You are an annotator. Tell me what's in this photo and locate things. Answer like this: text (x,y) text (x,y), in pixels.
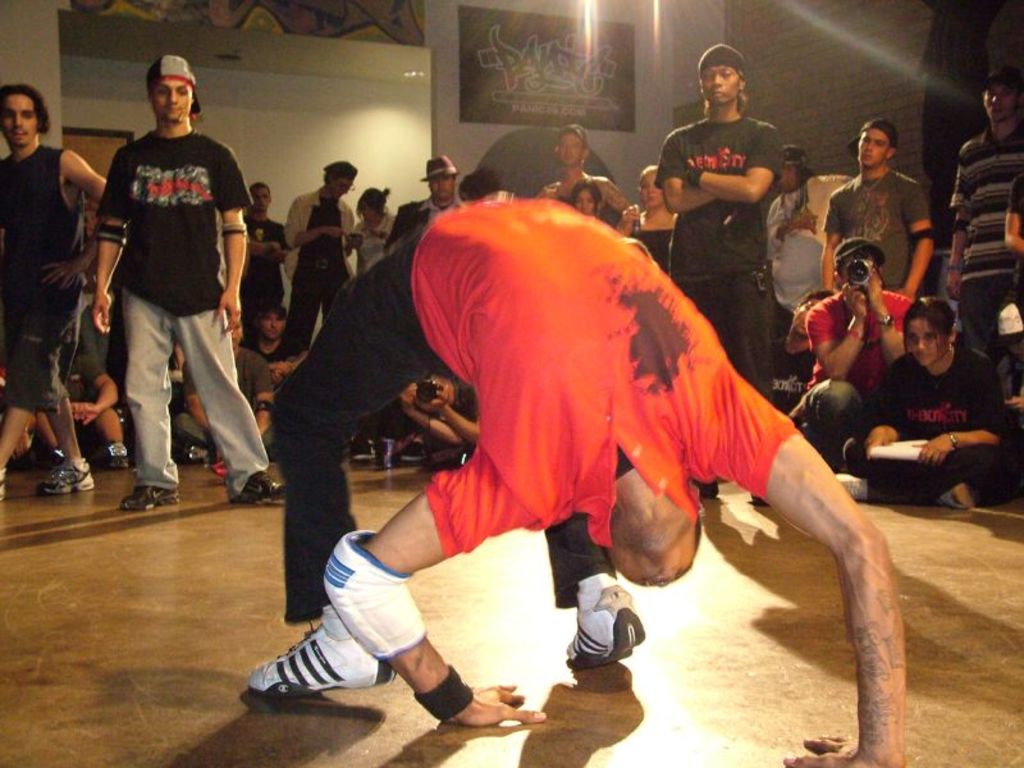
In this image I can see the group of people (518,517) with different color dresses (406,341). I can see few people (703,267) with the caps (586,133) and one person (866,312) holding the camera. In the background (509,163) I can see the boards (502,100) and the wall (272,137).
